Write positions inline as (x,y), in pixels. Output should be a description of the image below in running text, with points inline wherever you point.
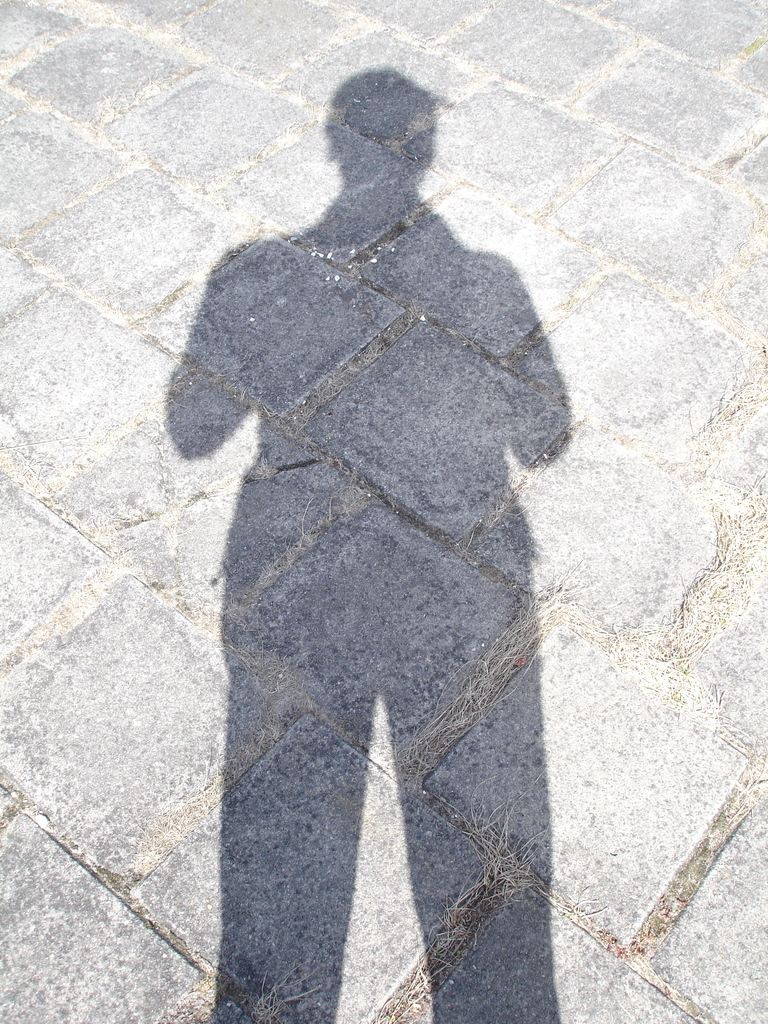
In this picture we can see a shadow (530,434) of a person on the path (155,822).
